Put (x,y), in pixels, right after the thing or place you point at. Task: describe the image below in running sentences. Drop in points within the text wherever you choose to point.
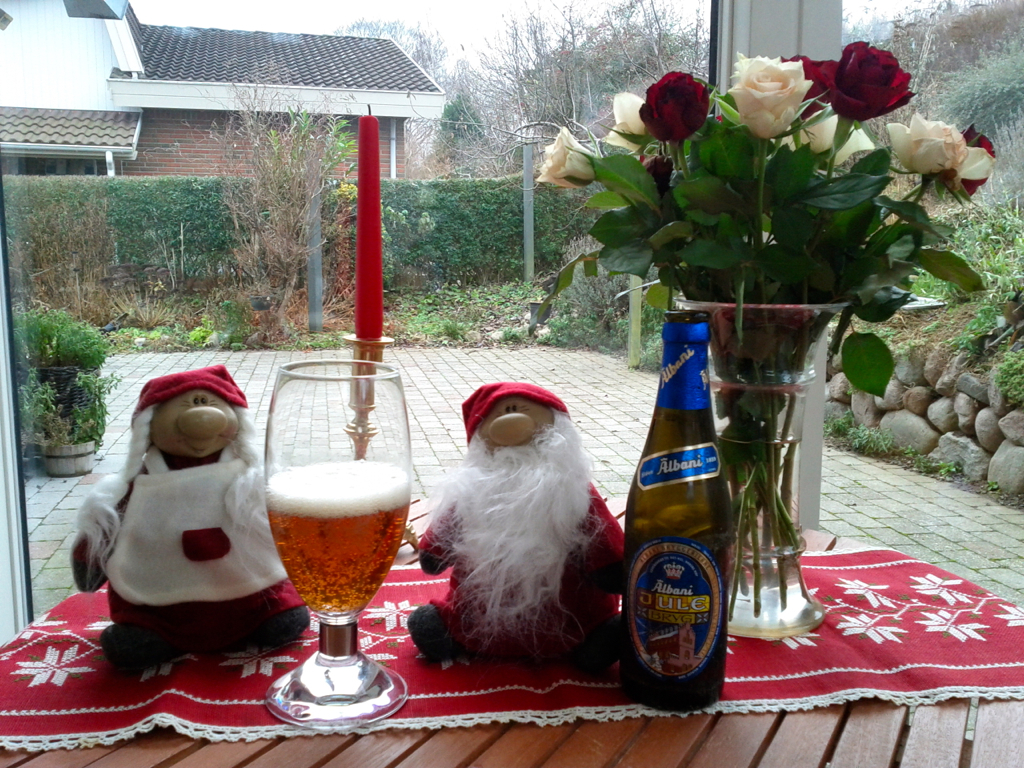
This is the picture of 2 toys (152,464), beer glass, beer bottle (709,637), a cloth (840,559), a flower bouquet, a pot (52,448), candle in the table (674,735) and in the background (414,165) there is house (13,15), plant (67,206), grass (506,323), trees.
